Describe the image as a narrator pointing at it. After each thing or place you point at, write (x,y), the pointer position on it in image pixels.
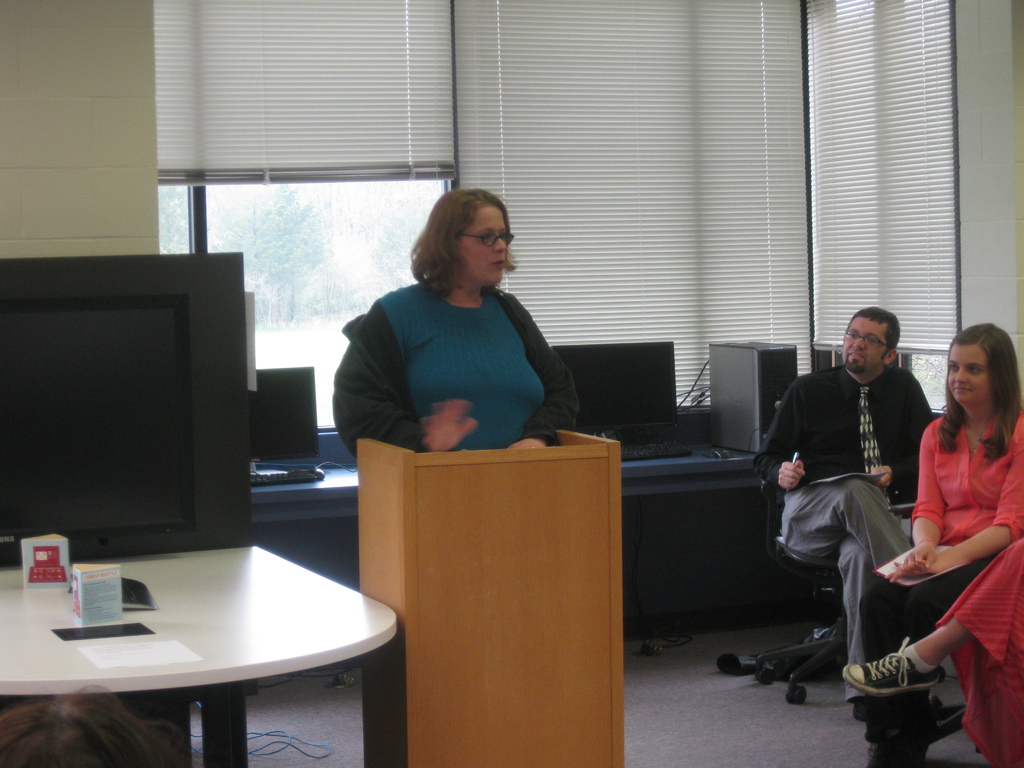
There is a woman (456,379) in this picture, standing near the podium (498,515) and talking. She is wearing spectacles (490,240). In front of her there are some people (887,455) sitting in the chairs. In the background (778,407) there are some computers (635,387), cpus (728,407) and some curtains (310,112). We can observe trees (300,253) through the windows (314,262). There is a monitor (150,413) on the table (214,608).
